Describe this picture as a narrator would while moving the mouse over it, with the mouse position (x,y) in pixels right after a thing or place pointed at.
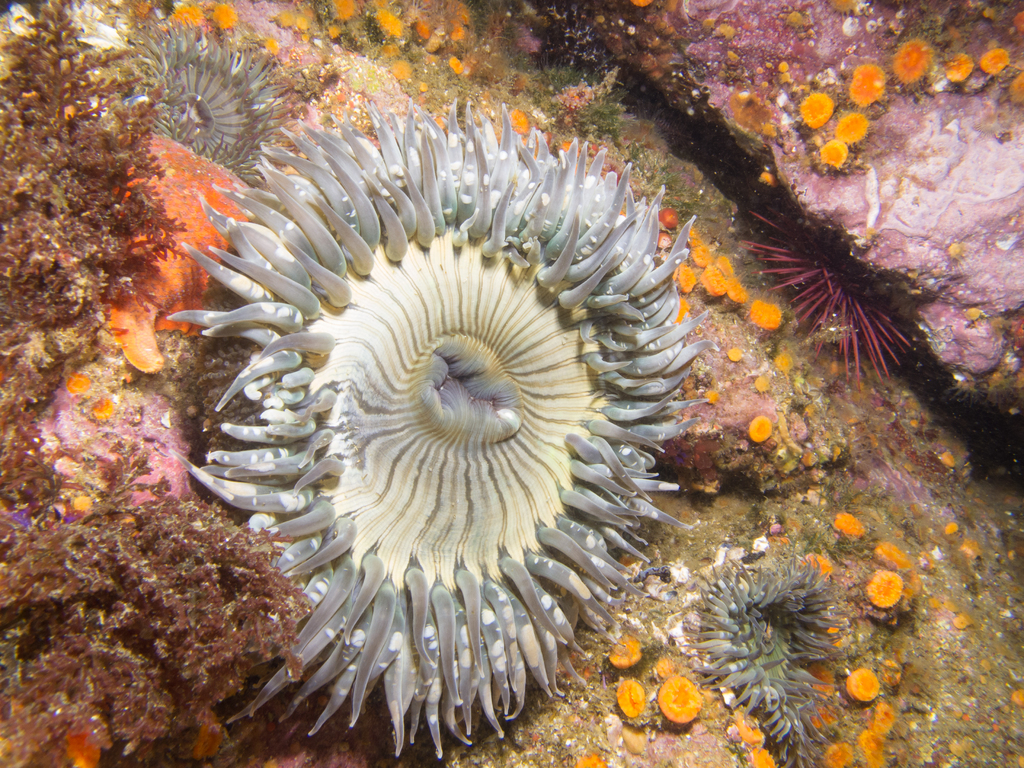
The picture consists of sea anemones (296,286), coral reefs (299,129) and other aquatic objects (111,74). The picture is taken in water (831,346).
